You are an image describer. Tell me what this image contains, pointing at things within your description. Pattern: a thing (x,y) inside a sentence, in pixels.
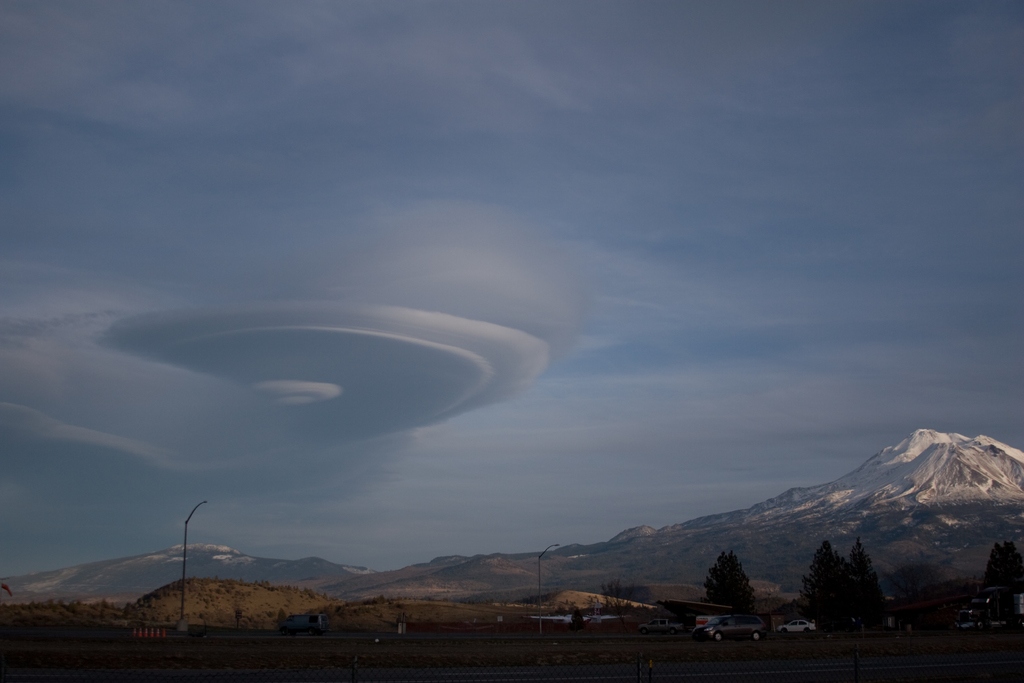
In this image, I can see the mountains (642,553) with the snow (944,484). These are the trees (737,558). I can see few cars (724,628), which are parked. I think these are the street lights (540,578). This is the sky (525,275) with the clouds (488,343).
